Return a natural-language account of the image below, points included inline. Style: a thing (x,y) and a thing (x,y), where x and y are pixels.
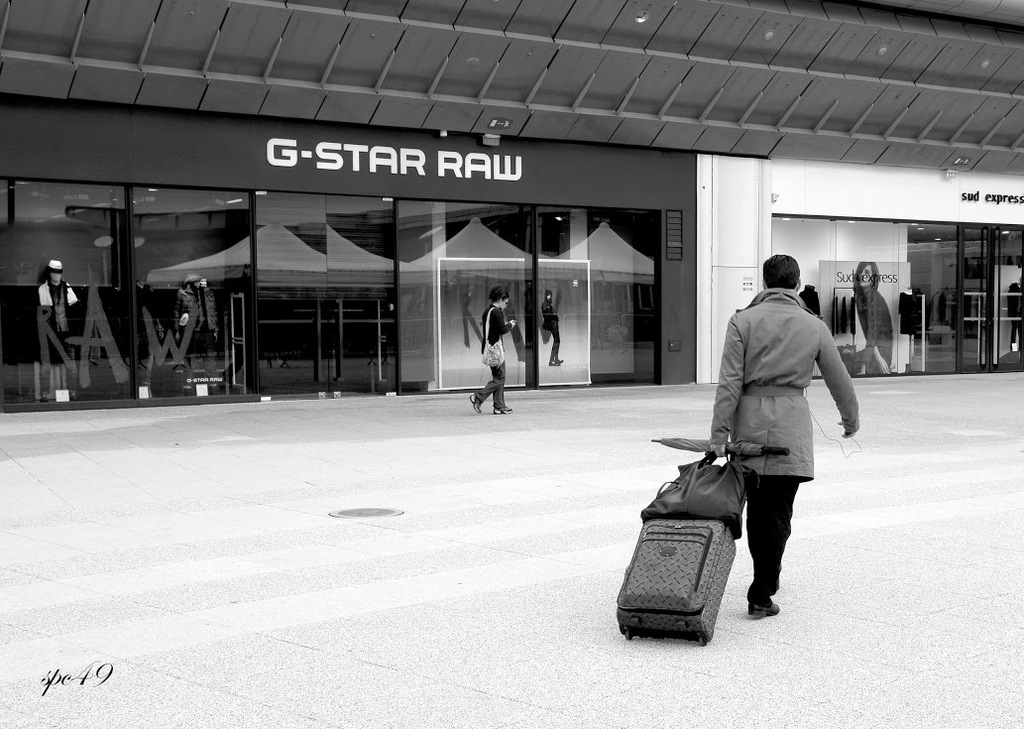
This is a black and white image. In the image there is a person (718,443) walking and holding luggage (707,466) in his hand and also there is an umbrella (689,444). There is a lady (495,335) with a bag (487,363) and she is walking. In the background (452,309) there are glass walls (441,295). Behind the glasses (155,323) there are mannequins (202,288). And also there are posters (507,357) on the glass (524,303). And there are names (963,191) on the walls (535,156). At the top of the image (627,137) there is a ceiling (746,36) with lights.
